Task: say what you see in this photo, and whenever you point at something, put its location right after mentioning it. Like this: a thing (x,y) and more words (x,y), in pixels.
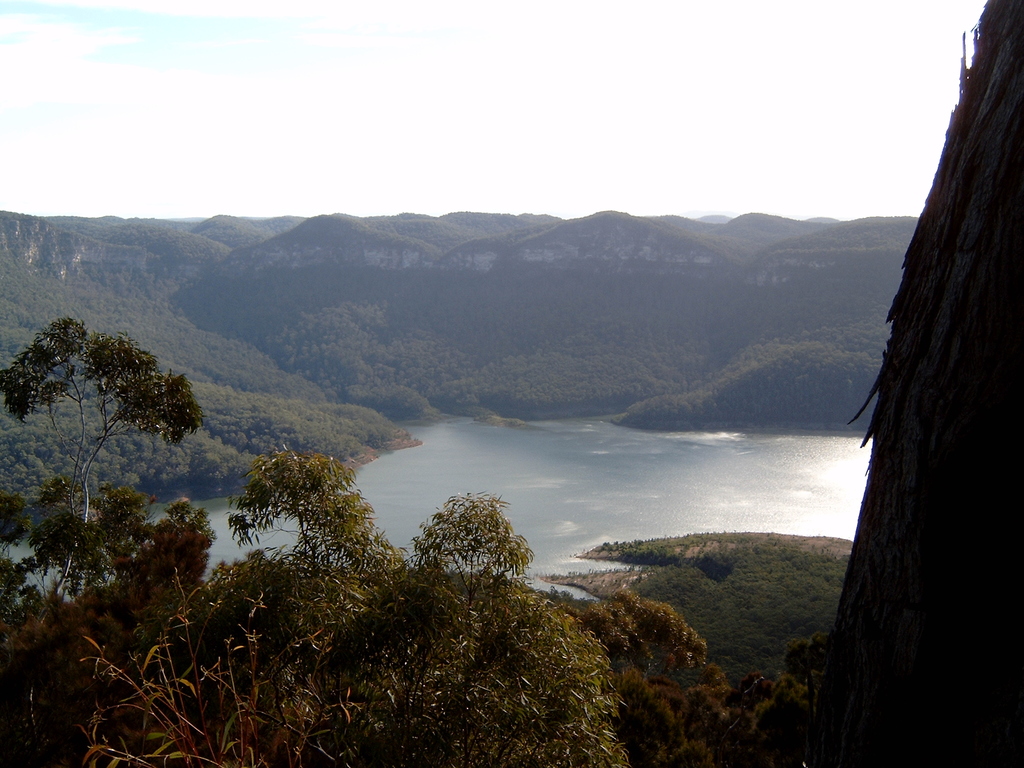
In this image I can see few mountains (417,409), trees (219,582) and the water (454,454). The sky (261,103) is in white and blue color.
